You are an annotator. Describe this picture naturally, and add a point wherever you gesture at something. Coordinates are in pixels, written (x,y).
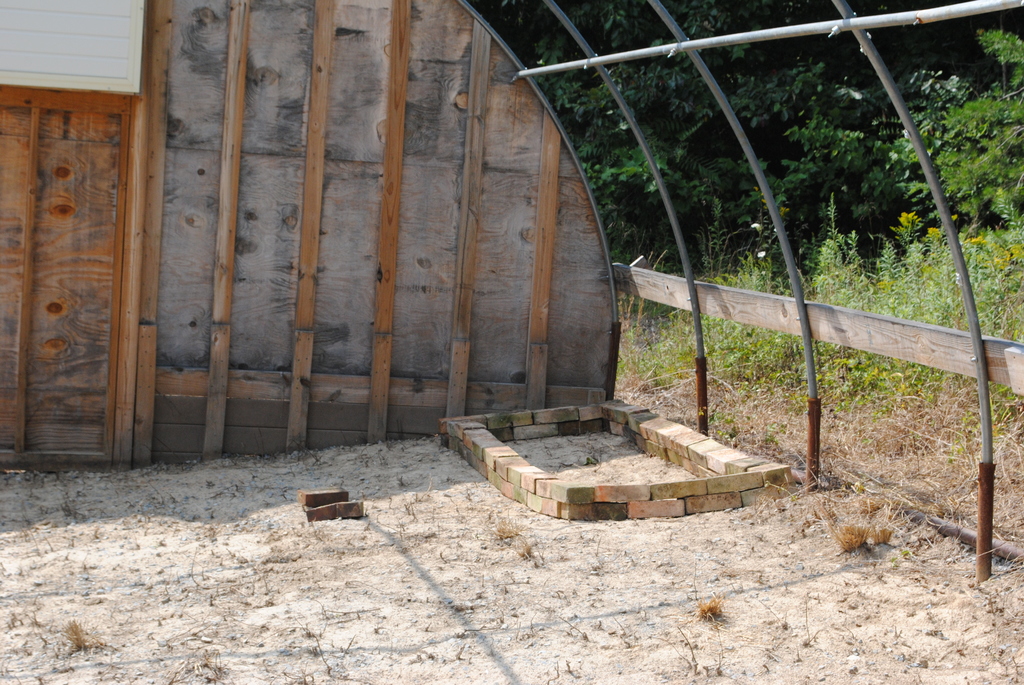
In the picture we can see a wooden frame (60,454) and near it, we can see some bricks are placed on the path (881,629) and to the wooden frame (187,205) we can see some iron rods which are shaped as a shed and behind it we can see plants (968,425), trees (988,116).
